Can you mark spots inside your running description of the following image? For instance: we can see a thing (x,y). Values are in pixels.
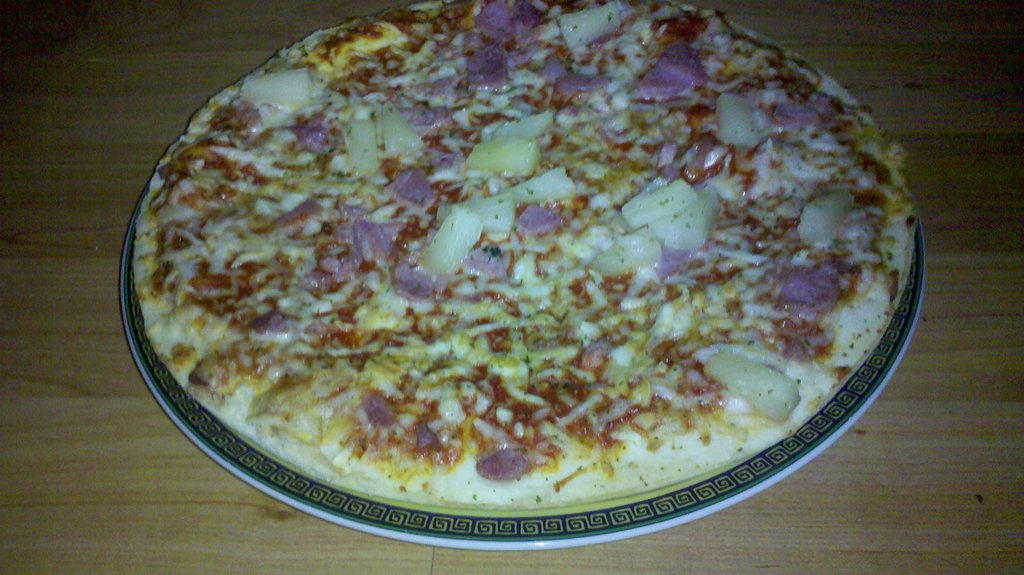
In this image we can see there is a pizza (432,362) placed on a plate (416,521).
